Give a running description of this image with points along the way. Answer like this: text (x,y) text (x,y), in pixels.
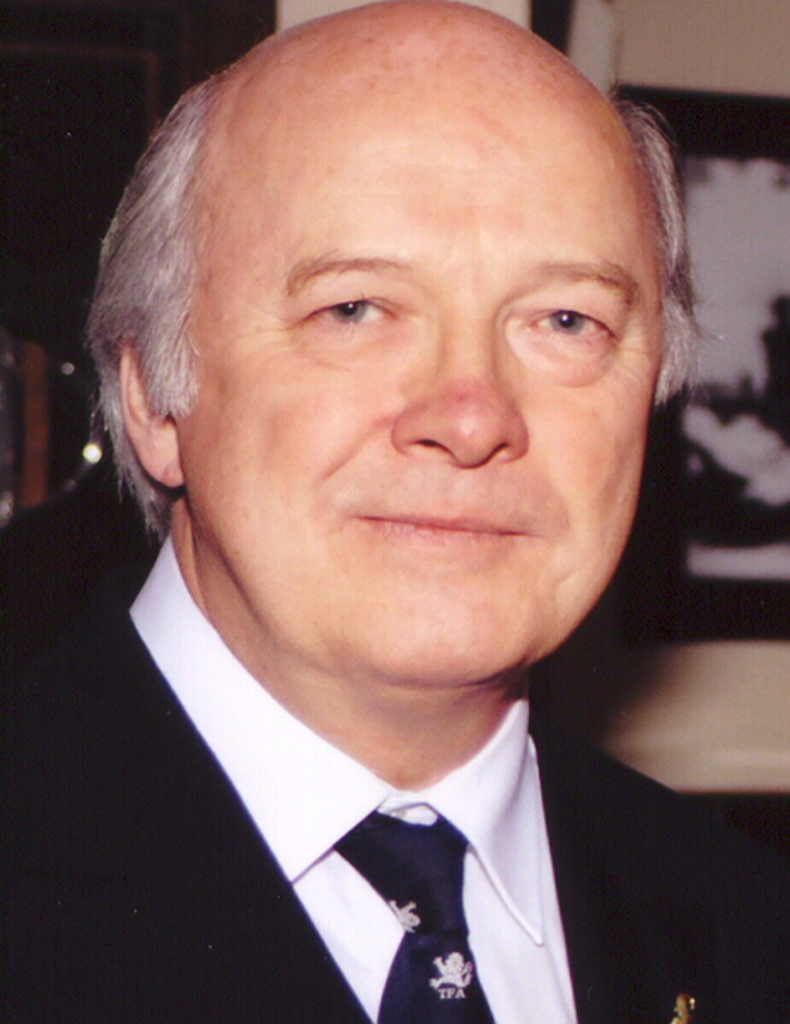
In the center of the image (367,454), we can see a person (399,729) wearing a coat (621,885) and a tie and in the background (681,72), there is a wall (687,53) and we can see a frame (738,618).
